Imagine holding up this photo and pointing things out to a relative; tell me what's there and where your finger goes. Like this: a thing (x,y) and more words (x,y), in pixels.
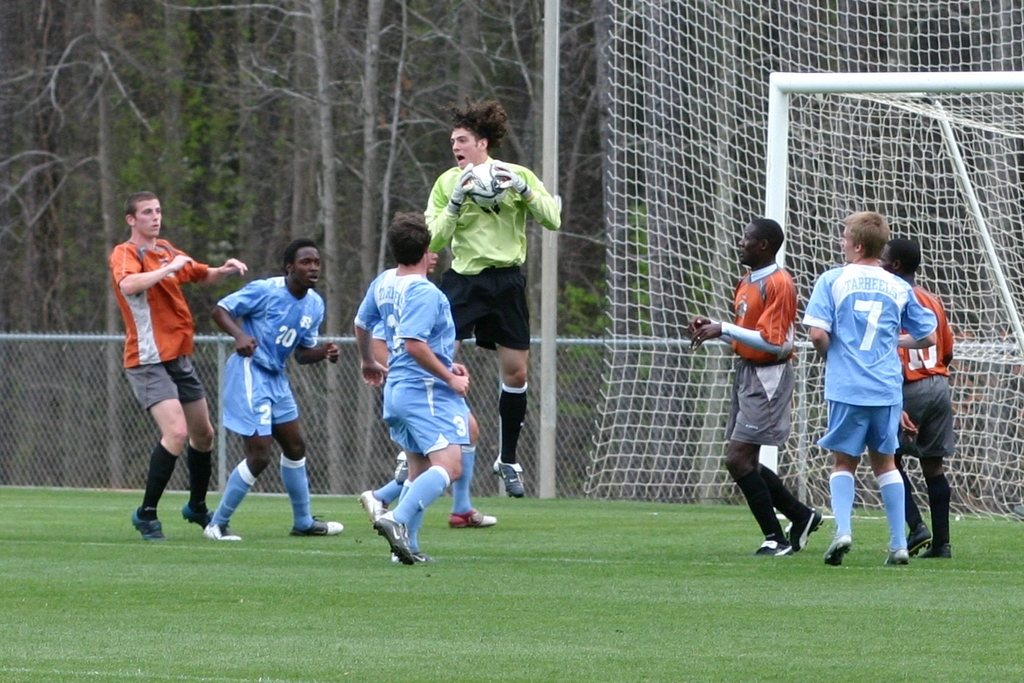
This picture shows a group of men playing football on a Green field (64,647) and we see few trees (219,14) around.
